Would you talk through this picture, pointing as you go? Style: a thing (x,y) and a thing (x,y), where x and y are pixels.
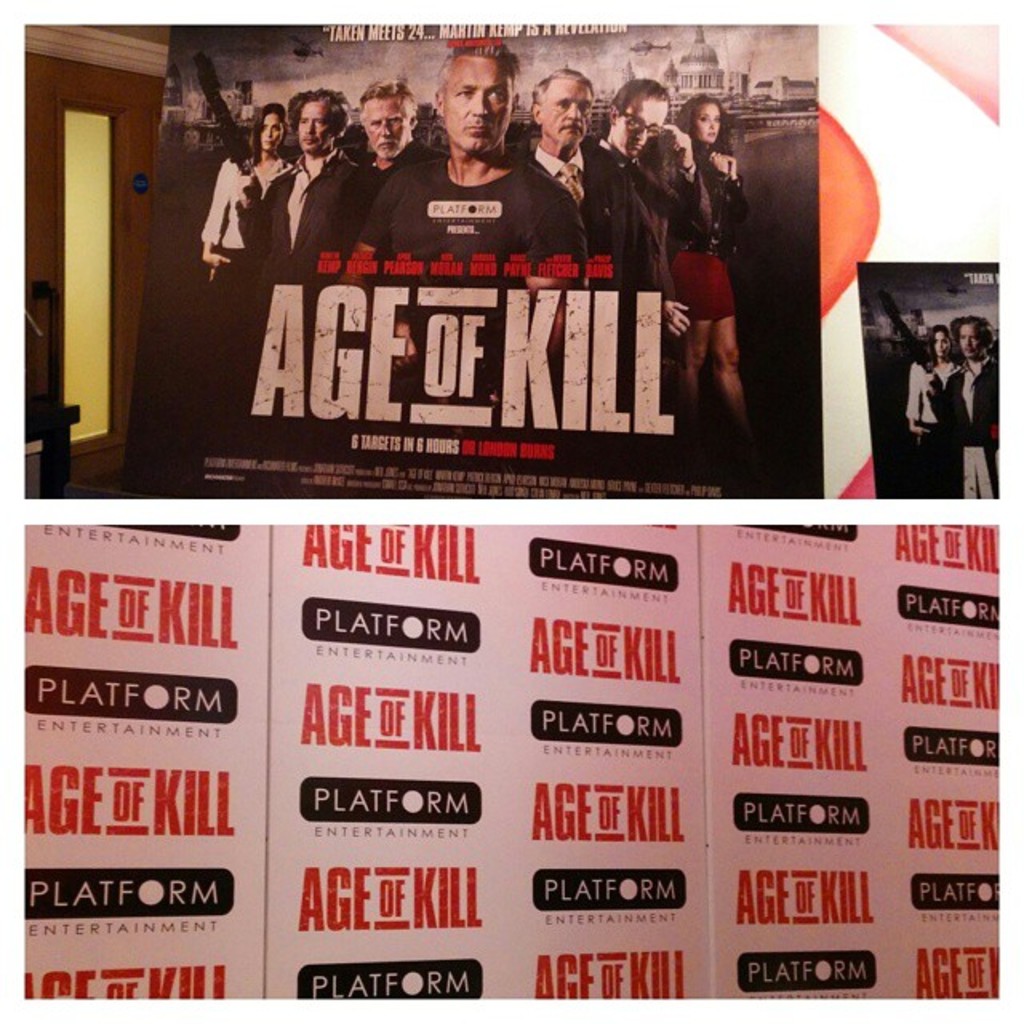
This image is collage of two different images. At the bottom (528,866) there is a banner (607,761). There is text (110,715) on the banner (715,793). At the top (812,125) there is a banner (715,129). There are pictures of a few people (485,149) and text (469,325) on the banner (484,357). In the top left (84,318) there is a door (122,239).
